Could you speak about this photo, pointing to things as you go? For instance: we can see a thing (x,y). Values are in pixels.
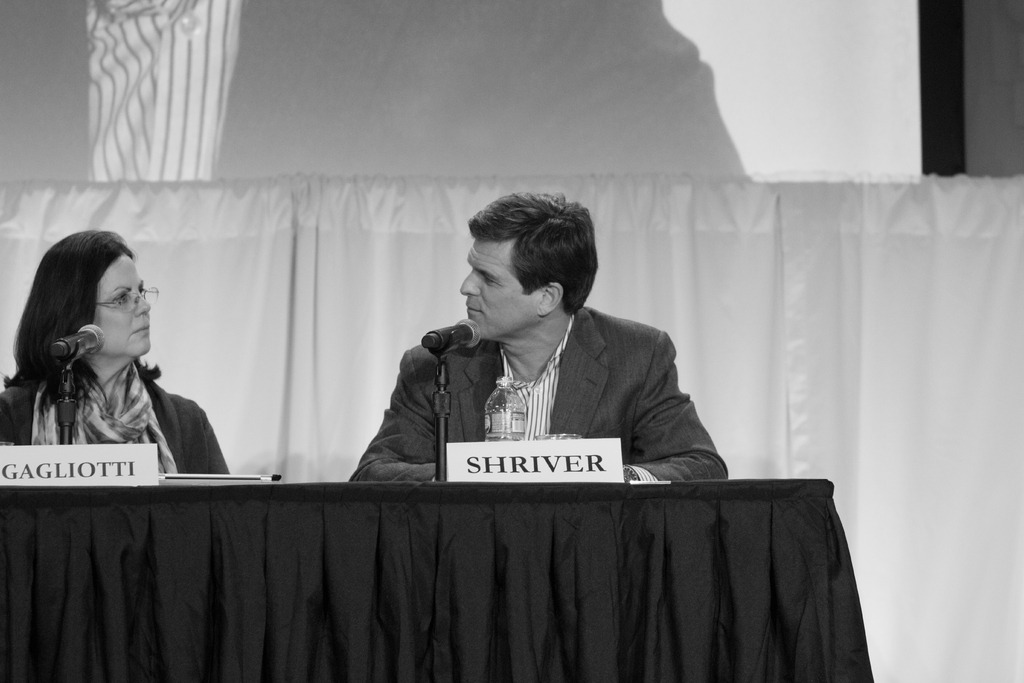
In this image there are two people (500,281) a woman (123,350) and a man (476,364). In the left side of the image (168,426) a woman (125,427) is sitting on the chair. In the middle of the image (424,418) a man (668,474) is sitting on the chair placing his hands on the table (447,493). In the middle of the image (517,420) there is a table (789,540) with table cloth (429,581) on it and there is a name board (109,468), mic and a water bottle (495,414) and a glass (562,438) with water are there on it. In the background (607,220) there is a projector screen (541,79) and curtains (304,284).
